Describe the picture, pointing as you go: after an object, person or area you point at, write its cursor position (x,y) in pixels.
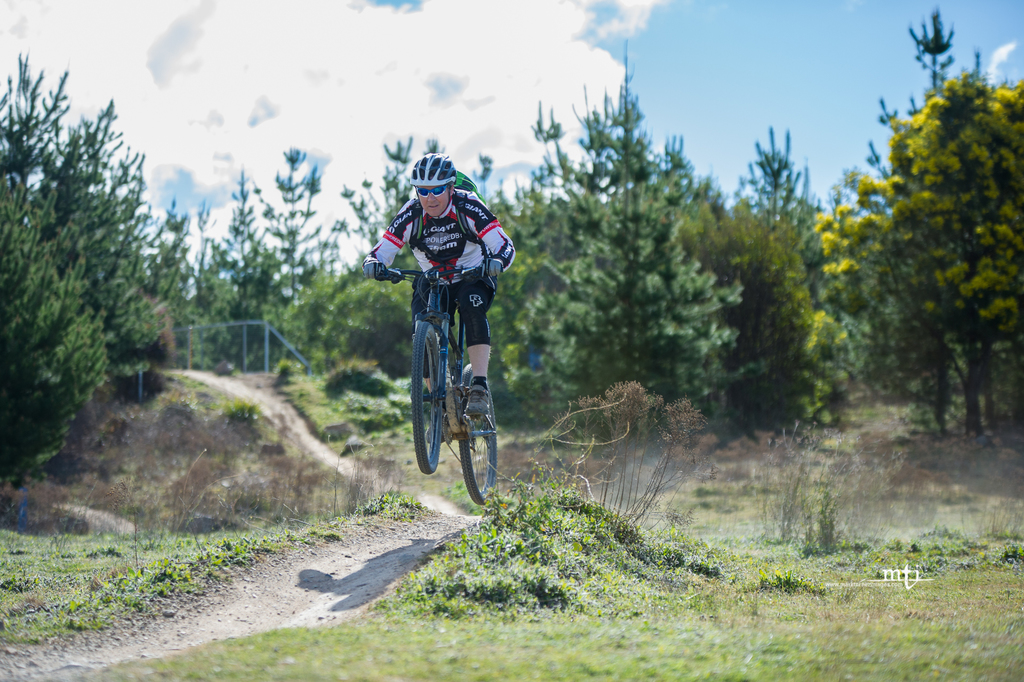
In the middle of the picture (506,255), we see the man (478,373) is cycling. At the bottom (467,531), we see the grass (399,587) and the road (250,625). There are trees (678,334) in the background (679,306) and we even see the road railing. At the top (731,51), we see the sky (715,56) and the clouds (375,54). This picture is blurred in the background (720,244).
